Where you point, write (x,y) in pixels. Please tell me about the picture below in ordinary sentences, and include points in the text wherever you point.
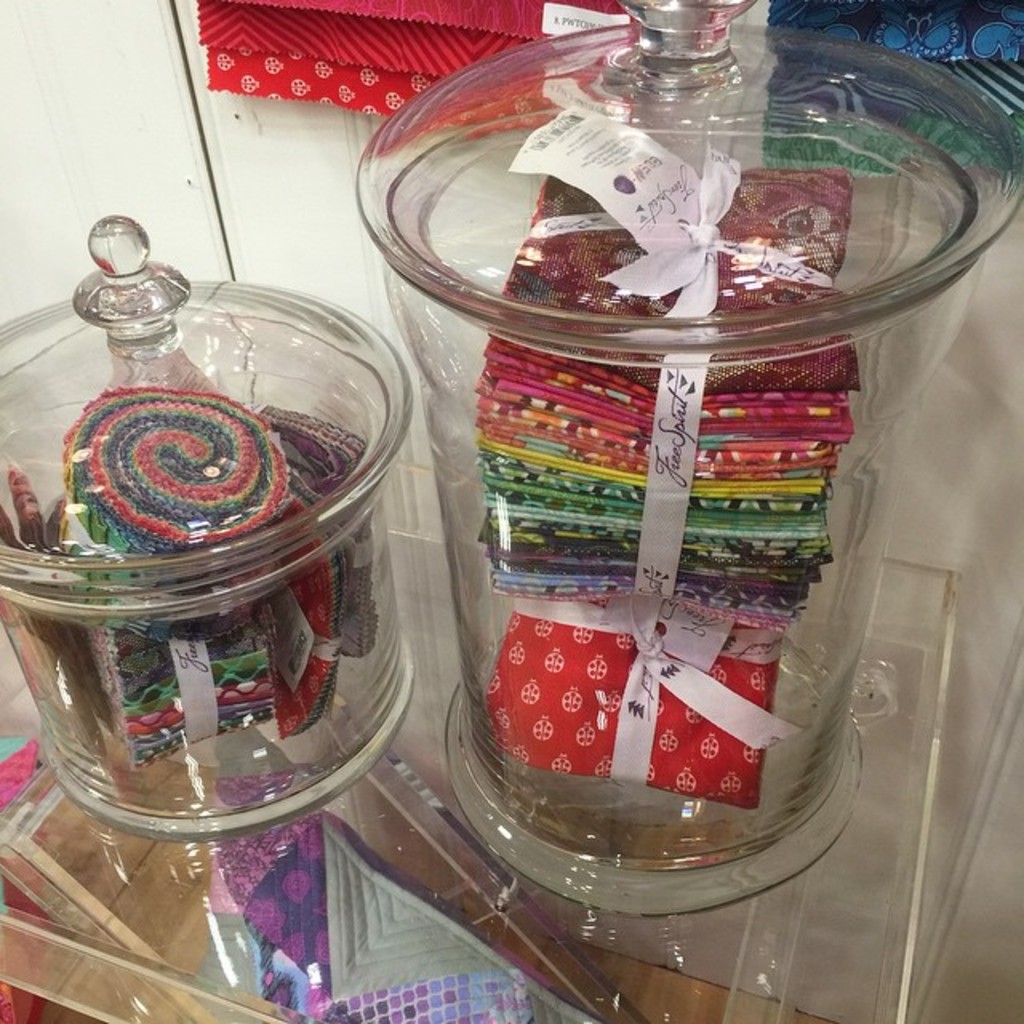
This image consists of jars (248,740) made up of glass (93,771) in which there are clothes (502,560). At the bottom (662,936), we can see a desk (109,1014) made up of glass (910,771). In the background (164,60), there is a wall (64,90) along with clothes (350,4).
